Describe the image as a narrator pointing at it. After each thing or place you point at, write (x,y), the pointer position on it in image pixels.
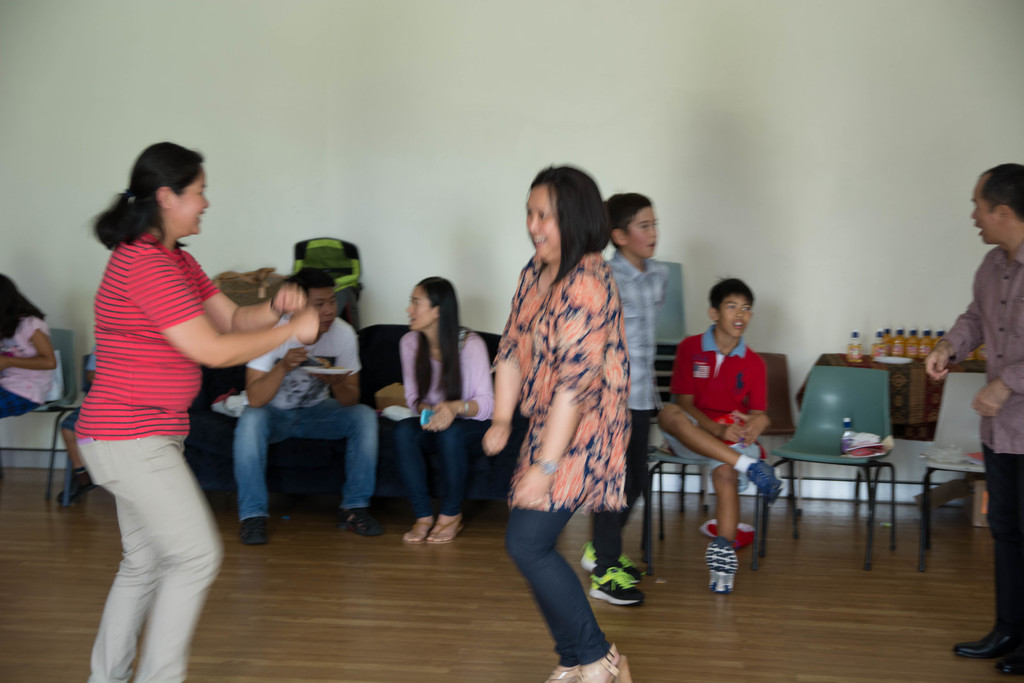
In this image in front there are two people (283,332) dancing on the floor (328,639). Behind them there are a few other people (34,352) sitting on the chairs (817,443). In the background of the image (710,117) there is a wall (611,119). In front of the wall (476,325) there are tables (834,360). On top of it there are bottles (857,345) and a few other objects (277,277).
